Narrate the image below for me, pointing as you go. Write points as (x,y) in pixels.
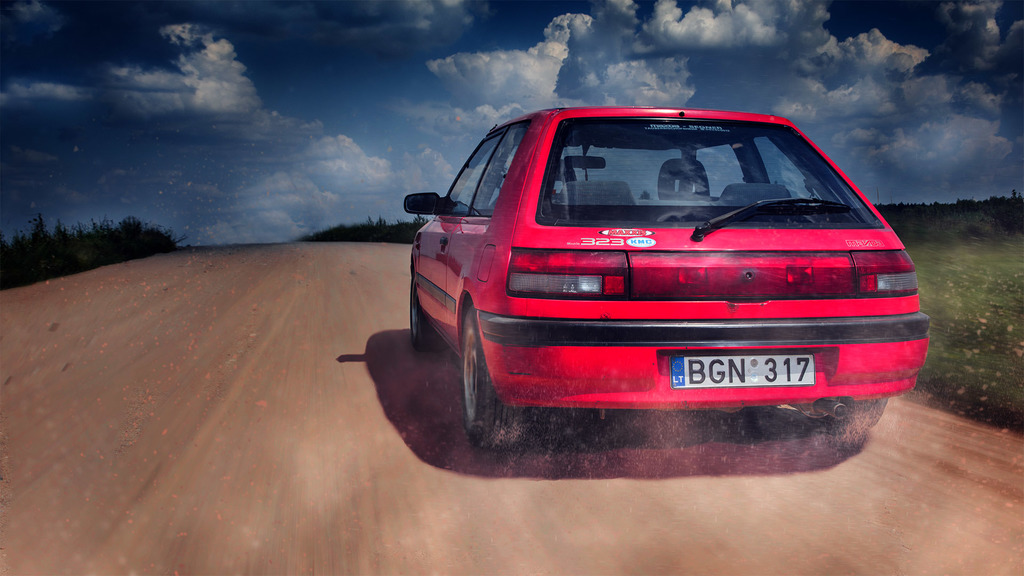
There is a red color car (597,138) on the road (484,484). On the left side (147,242), there are plants (32,251) on the ground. On the right side (995,249), there are plants (915,240). In the background (910,108), there are clouds (888,85) in the sky (325,66).
